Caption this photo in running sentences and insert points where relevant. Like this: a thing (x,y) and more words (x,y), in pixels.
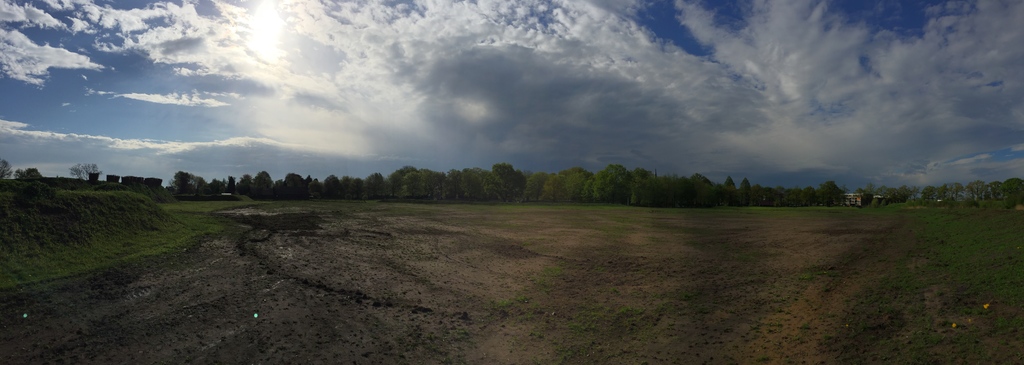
In the image we can see there is a ground (552,288) covered with grass (49,186) and behind there are lot of trees (963,193). There is a cloudy sky (444,81).
